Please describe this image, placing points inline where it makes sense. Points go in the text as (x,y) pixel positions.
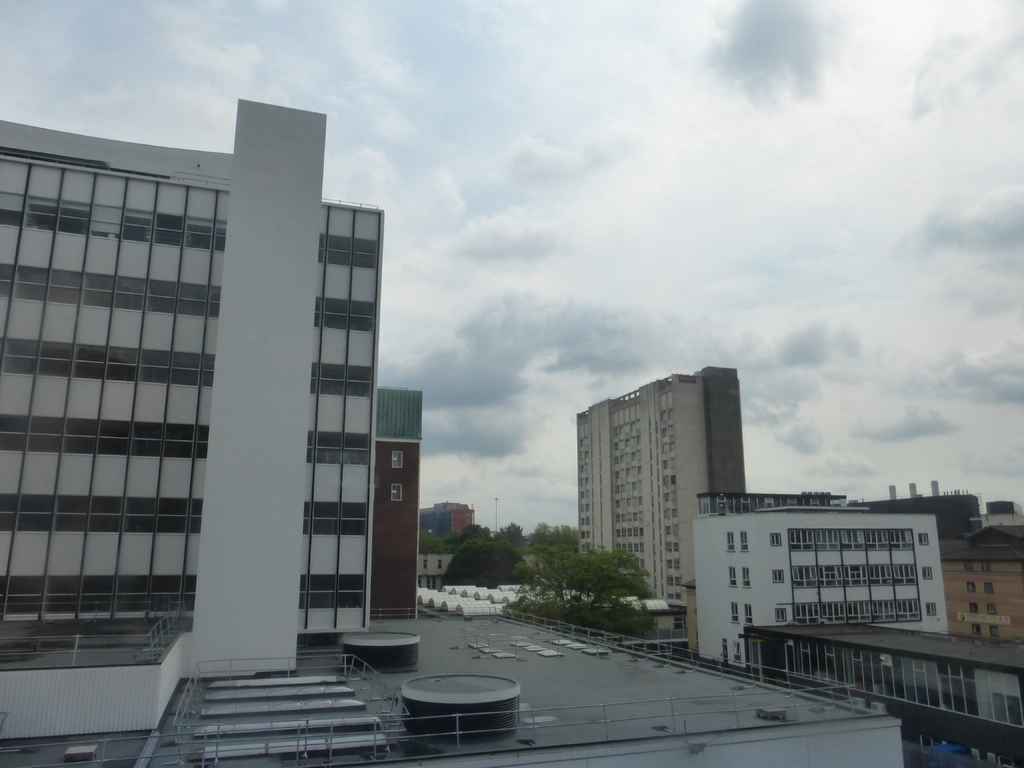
In this image there are buildings (843,691), trees (521,581) and the sky (597,207) is cloudy.
